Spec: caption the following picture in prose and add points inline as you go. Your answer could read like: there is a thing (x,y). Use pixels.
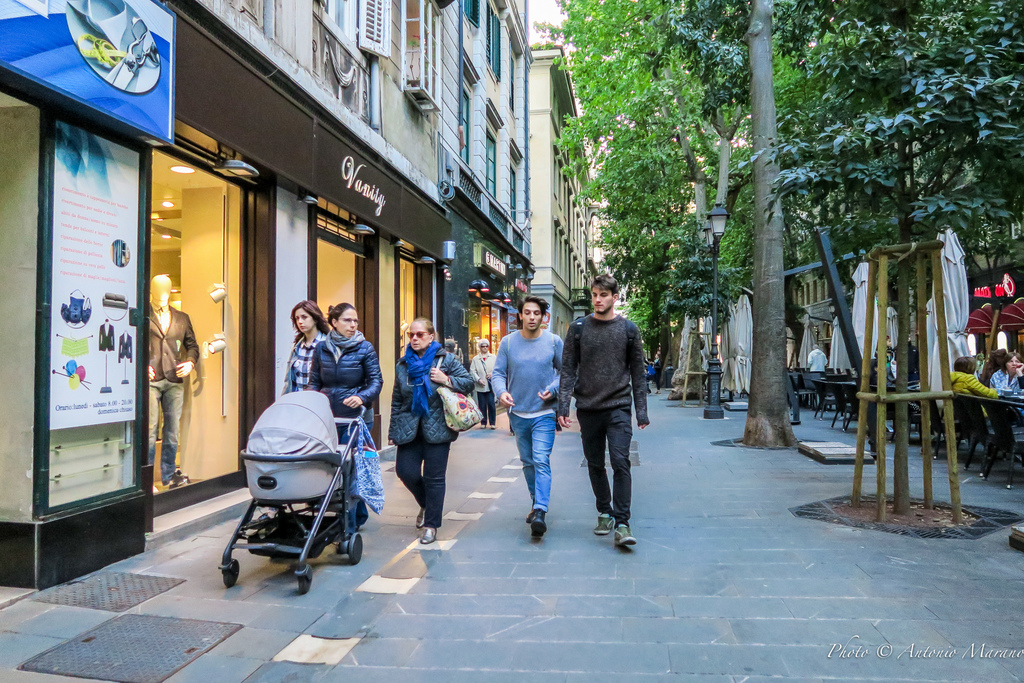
There are many buildings (474,166) and below the buildings (264,46) there are plenty of stores (360,286) and beside the stores (524,286) many people (525,418) are walking on the path (470,452), to the right side (695,315) there are many trees (688,255) and there is pole light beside the first tree (770,367). Beside the tree (776,381) few people (954,375) were sitting around the tables (829,382).
